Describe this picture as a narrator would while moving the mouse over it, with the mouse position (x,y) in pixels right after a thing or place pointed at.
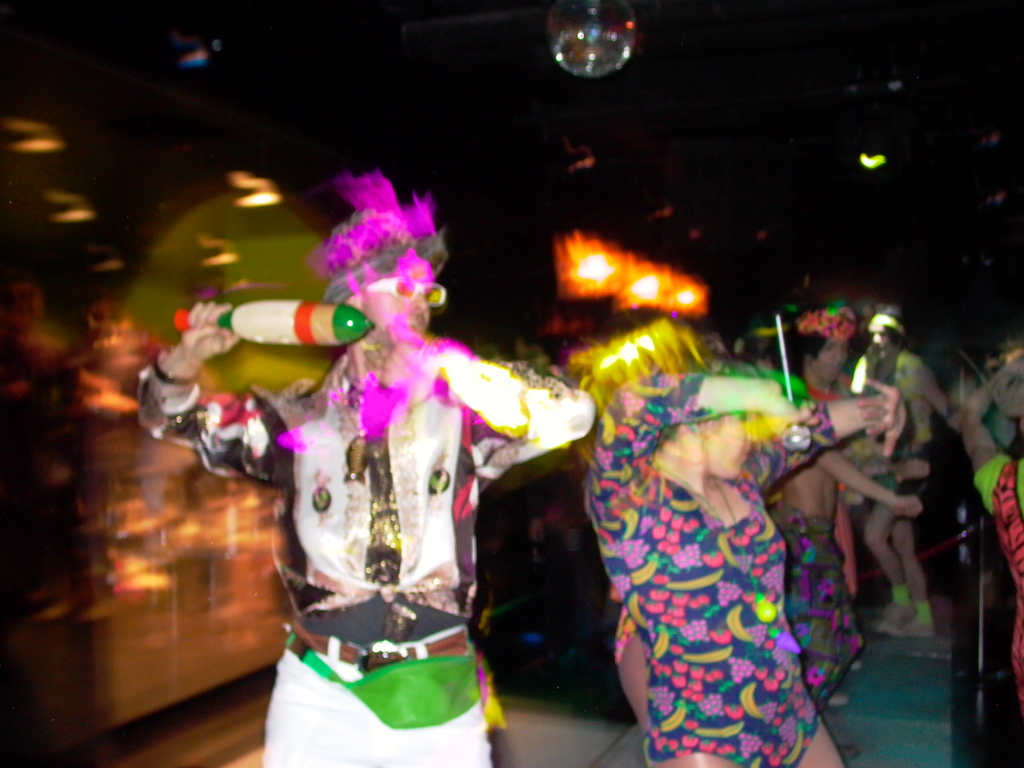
In this image there are group of people (294,523) who are wearing some costumes (464,434) and dancing, and in the background (214,252) there are some lights (602,276) and some objects (249,501). At the top of the image (594,49) there is light (596,14), and at the bottom (635,736) there is floor (556,697).
